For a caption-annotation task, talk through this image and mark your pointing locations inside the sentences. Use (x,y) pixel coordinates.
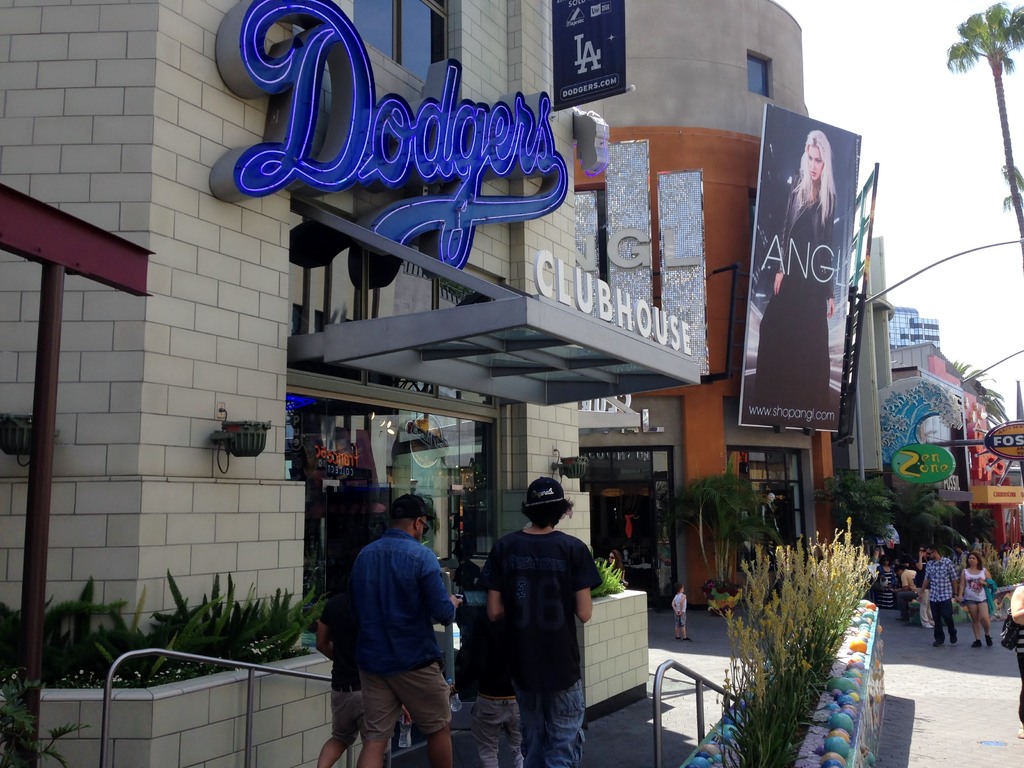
In this image we can see a few people (374,638), there are buildings (513,322), plants (845,539), trees (857,526), there are boards (803,215) with text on them, there are handrails (661,716), also we can see the sky (928,136).
